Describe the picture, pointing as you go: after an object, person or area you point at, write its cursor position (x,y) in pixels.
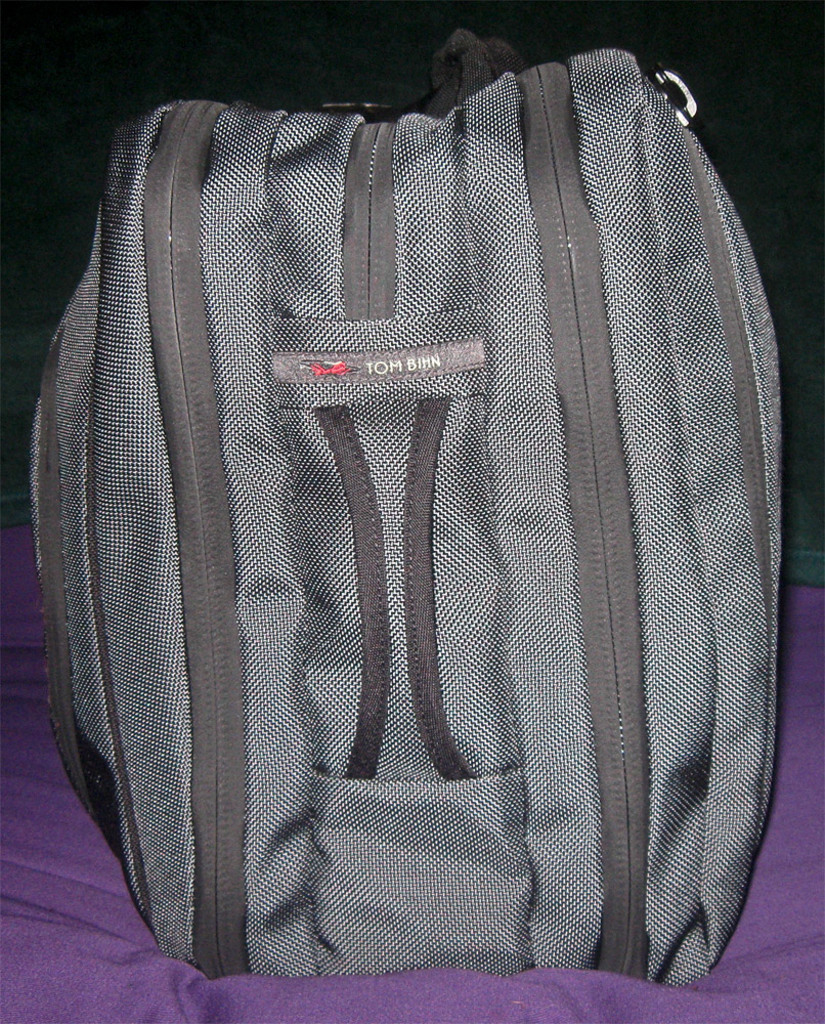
In the center (286,497) we can see backpack (549,442) on the couch (609,1011) which is in ash color.
